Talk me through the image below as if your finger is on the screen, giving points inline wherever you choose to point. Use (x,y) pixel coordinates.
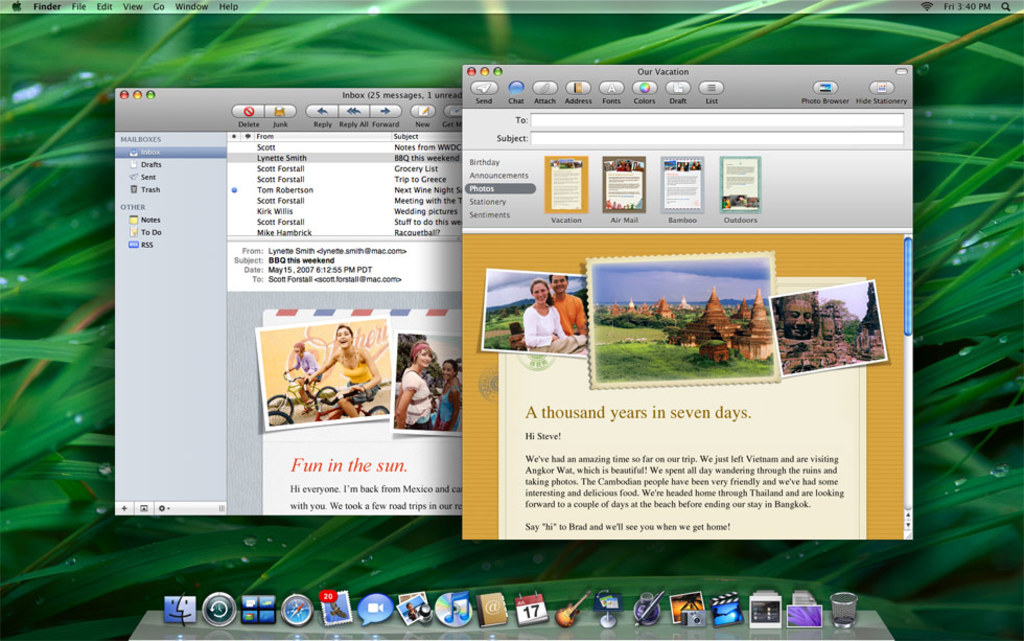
In this image there is a screenshot of a computer screen (498,339). In this image we can see that there are two articles (514,396) one beside the other. At the bottom (268,617) there are some icons (659,608). In the background (51,287) there is grass (35,252) on which there are some droplets of water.
